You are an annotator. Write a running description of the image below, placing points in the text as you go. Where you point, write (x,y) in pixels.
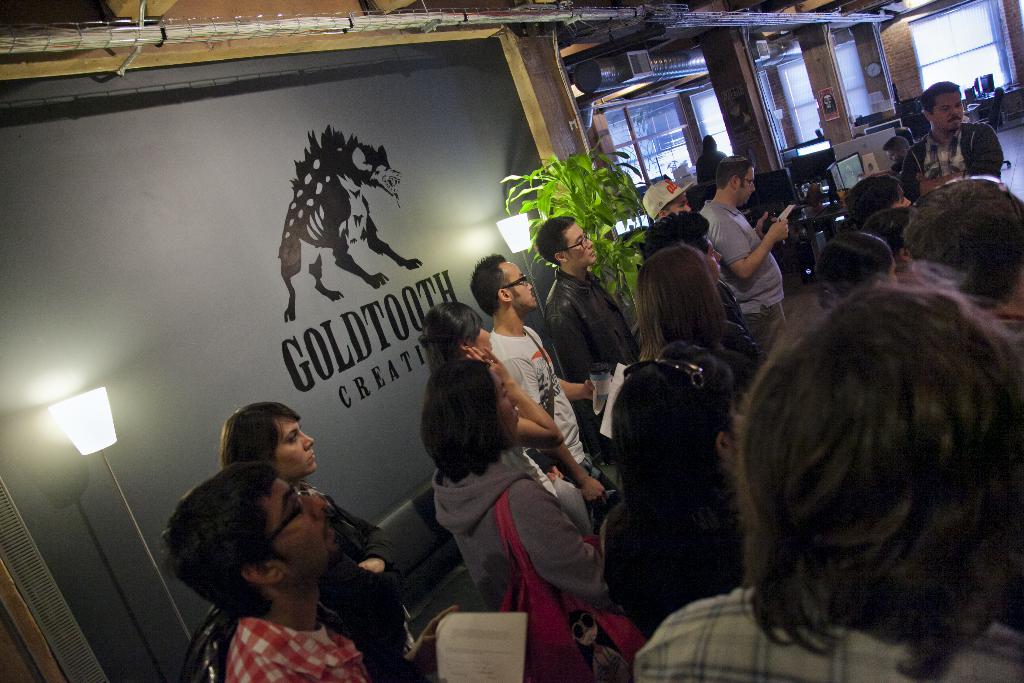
In this picture we can see some people (689,436) standing in the front (423,570), on the left side (83,410) there are two lamps (516,240) and a plant (630,257), in the background (846,161) we can see pillars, screens (787,180), tables (965,100) and chairs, on the left side (325,241) there is a wall (322,218), we can see some text (369,337) on the wall (371,320), we can also see a glass (921,63) in the background (665,133).
